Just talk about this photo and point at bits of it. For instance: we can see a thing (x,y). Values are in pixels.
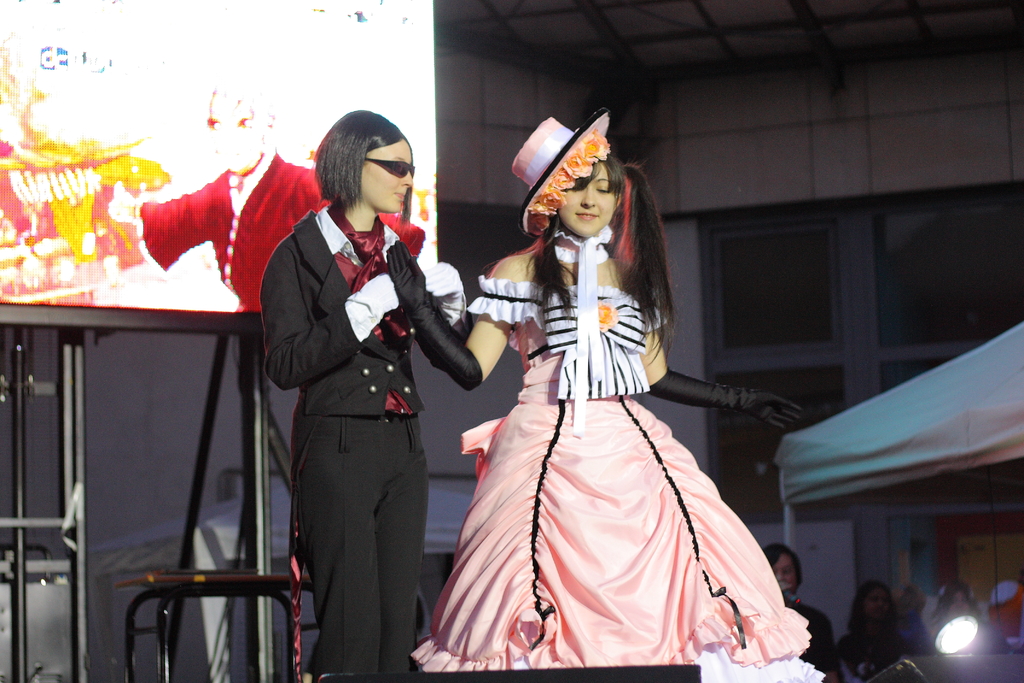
In this picture we can see few people (619,431), in the top left hand corner (148,100) we can see a screen (132,214) and few metal rods (282,453), on the right side of the image (780,448) we can find a tent (883,468) and a light (948,643).
